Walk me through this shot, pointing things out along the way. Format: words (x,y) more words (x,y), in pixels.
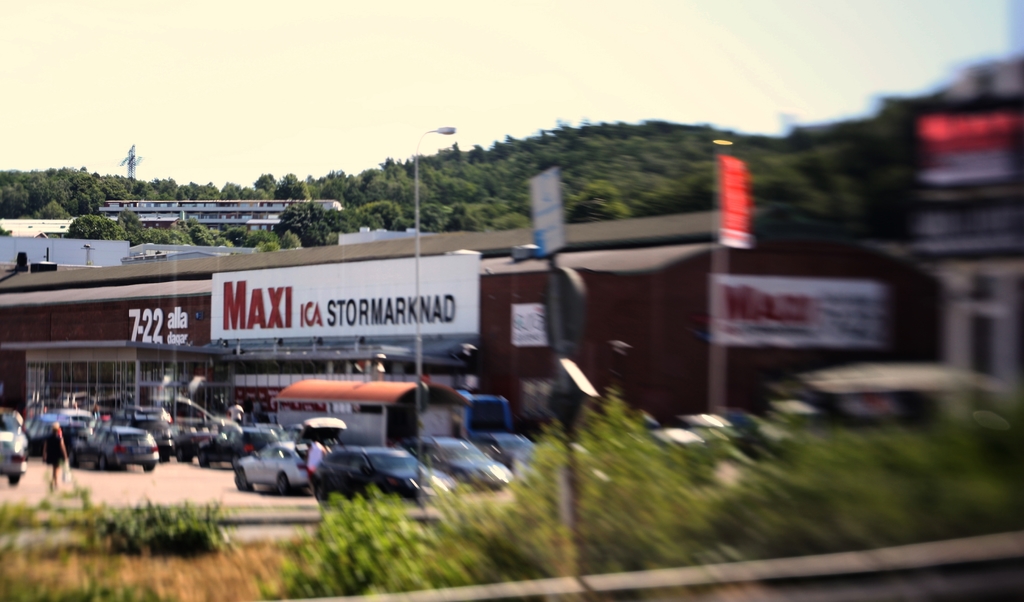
In this image I can see many vehicles (118,459) in-front of the shed (512,285). I can see some boards (440,330) attached to the shed (587,335). To the side of the shed (250,344) I can see the boards (562,348), poles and the plant (554,483). In the background (197,192) I can see the building (63,251), many trees (303,188) and the sky (419,39).
